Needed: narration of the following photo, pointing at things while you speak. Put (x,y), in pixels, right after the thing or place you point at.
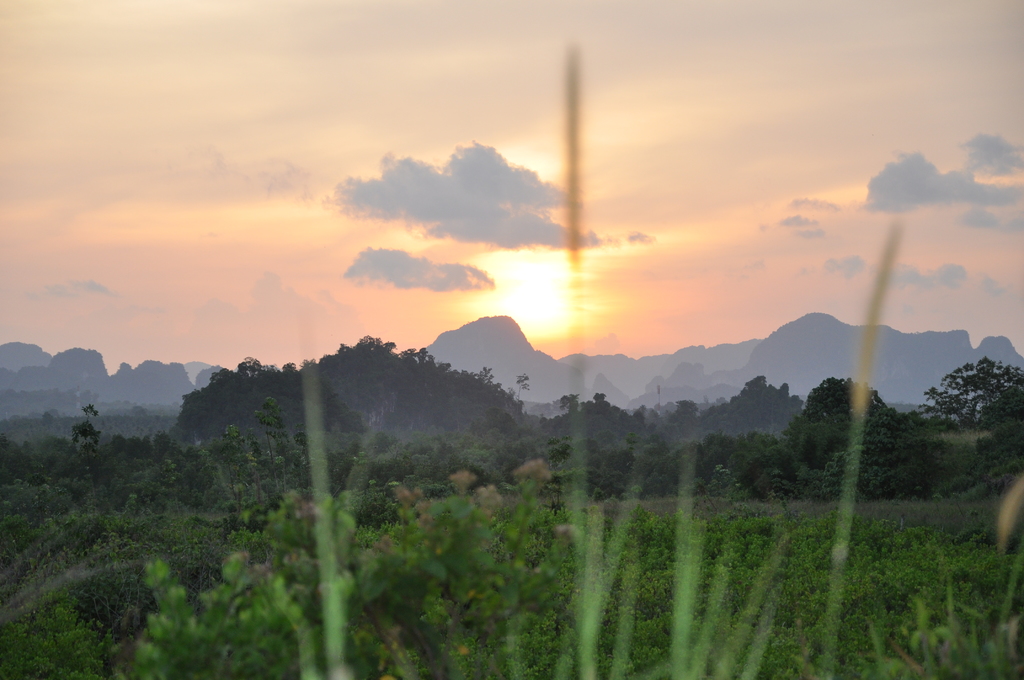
In this image there are plants (472,509), in the background (728,446) there are trees (942,421), mountains (518,372) and the sky (456,172).
